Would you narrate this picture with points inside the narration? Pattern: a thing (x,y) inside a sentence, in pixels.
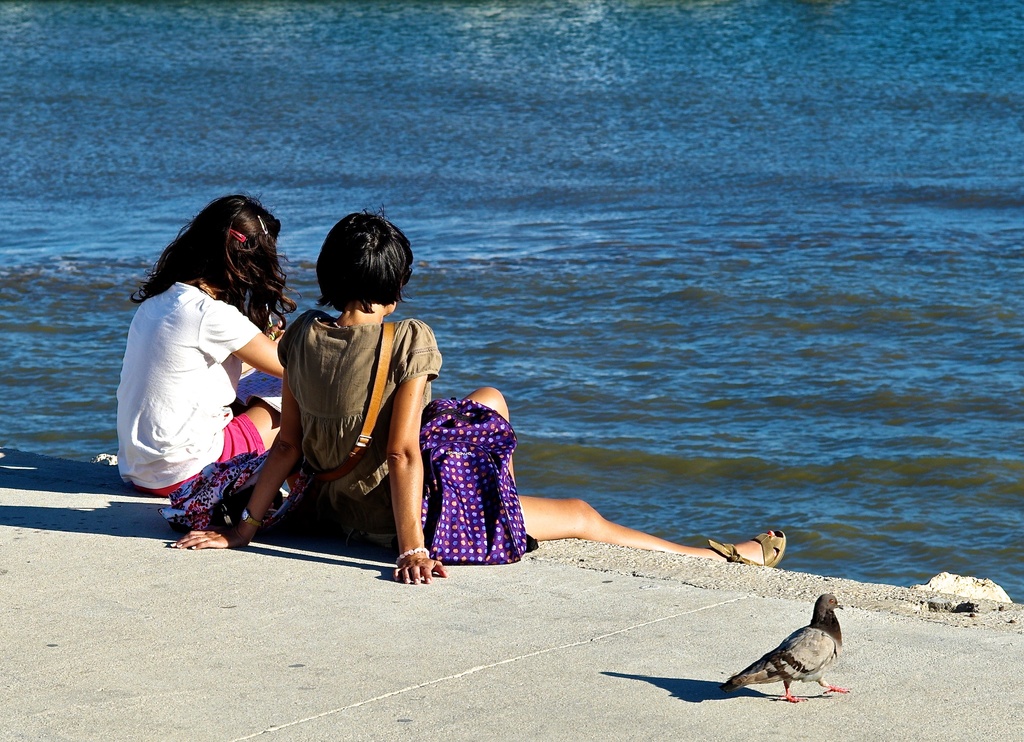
In this picture we can see two girls (334,333) sitting on the concrete slab (773,623). Beside there is a pigeon (809,671). In the background (538,247) we can see the blue water (638,187).
